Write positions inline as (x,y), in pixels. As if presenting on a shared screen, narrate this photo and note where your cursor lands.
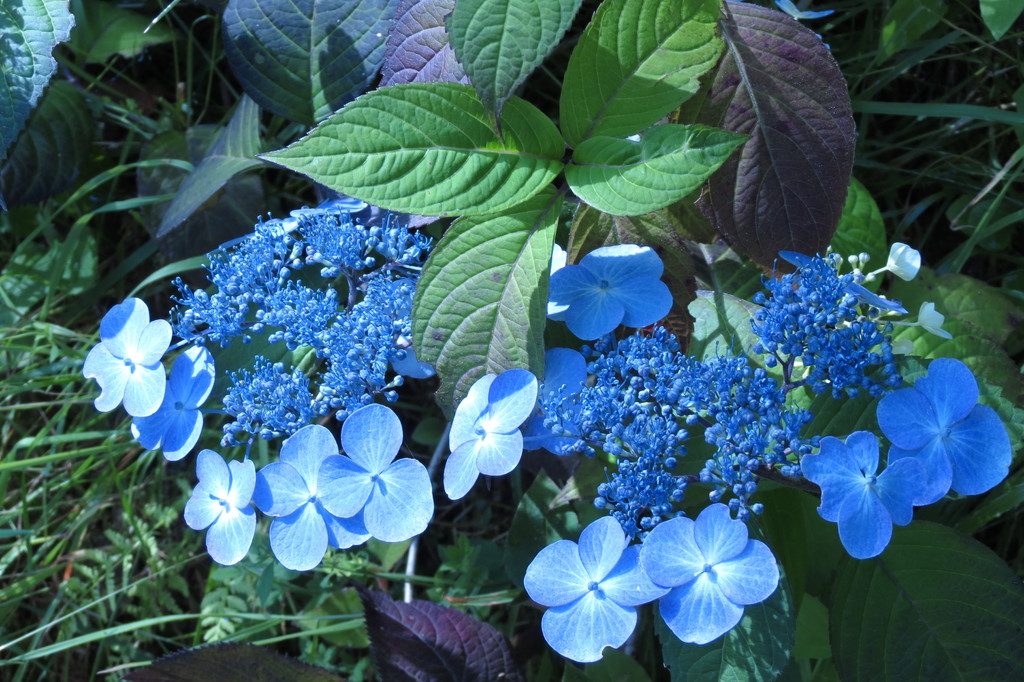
Here we can see plants (301,317) with blue color flowers (362,465) and we can also see leaves (338,148).
